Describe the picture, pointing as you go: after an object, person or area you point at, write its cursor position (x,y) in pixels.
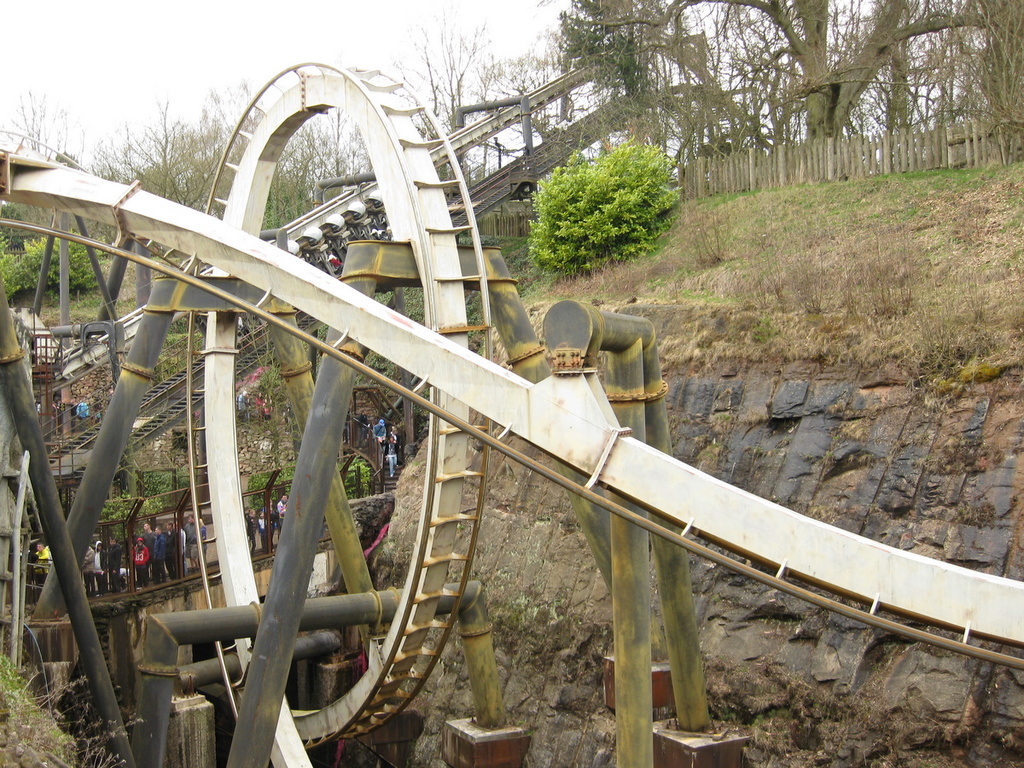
In this image we can see a roller coaster (408,242), persons (172,535) standing on the bridge (273,544), hills (647,313), bushes (609,212), fence (727,174), trees (644,66) and sky (209,71).
